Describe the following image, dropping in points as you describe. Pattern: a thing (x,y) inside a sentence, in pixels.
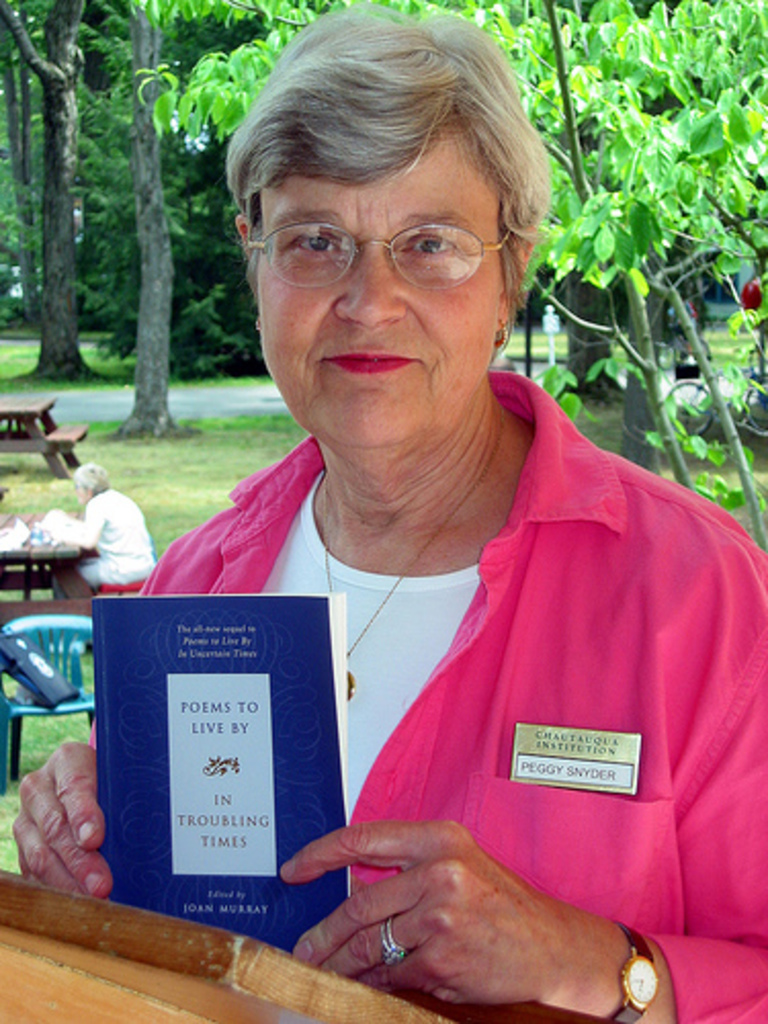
In this image we can see a woman (515,671) wearing pink shirt (516,530) and spectacles (435,277) is holding a book (238,825) in her hand (398,938). In the background (137,563), we can see a person (125,551) sitting on a bench (69,580) and a chair (72,685) containing bag (31,687) is placed on the ground (45,740) and group of trees (641,438).
